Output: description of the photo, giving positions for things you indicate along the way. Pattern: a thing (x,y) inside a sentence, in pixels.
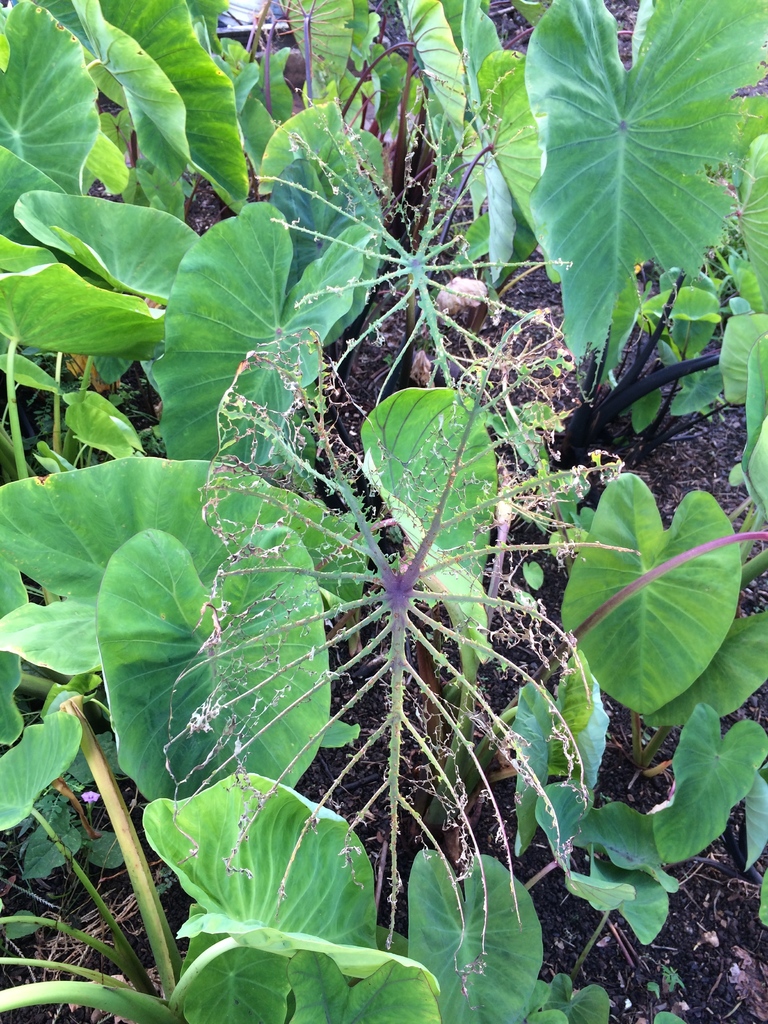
In this image we can see some leaves (305,480) and black soil (765,725).
